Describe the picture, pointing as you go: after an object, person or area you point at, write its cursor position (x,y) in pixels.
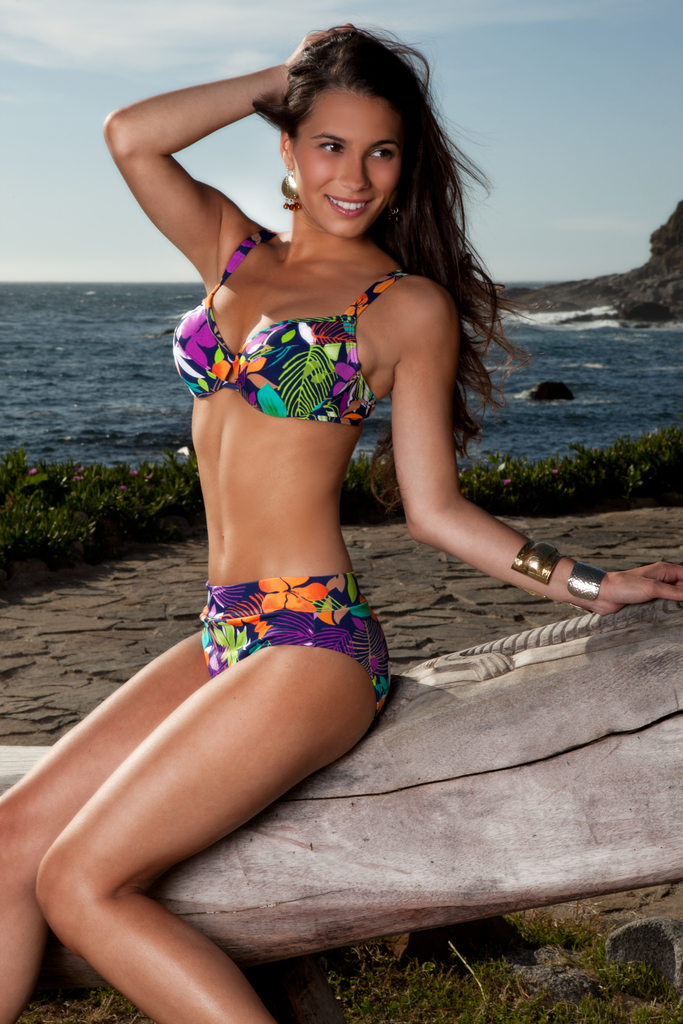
This woman (312,534) is sitting on a branch (616,672) and smiling. Background (548,76) we can see the sky (553,133), grass (70,514) and water (633,370).
